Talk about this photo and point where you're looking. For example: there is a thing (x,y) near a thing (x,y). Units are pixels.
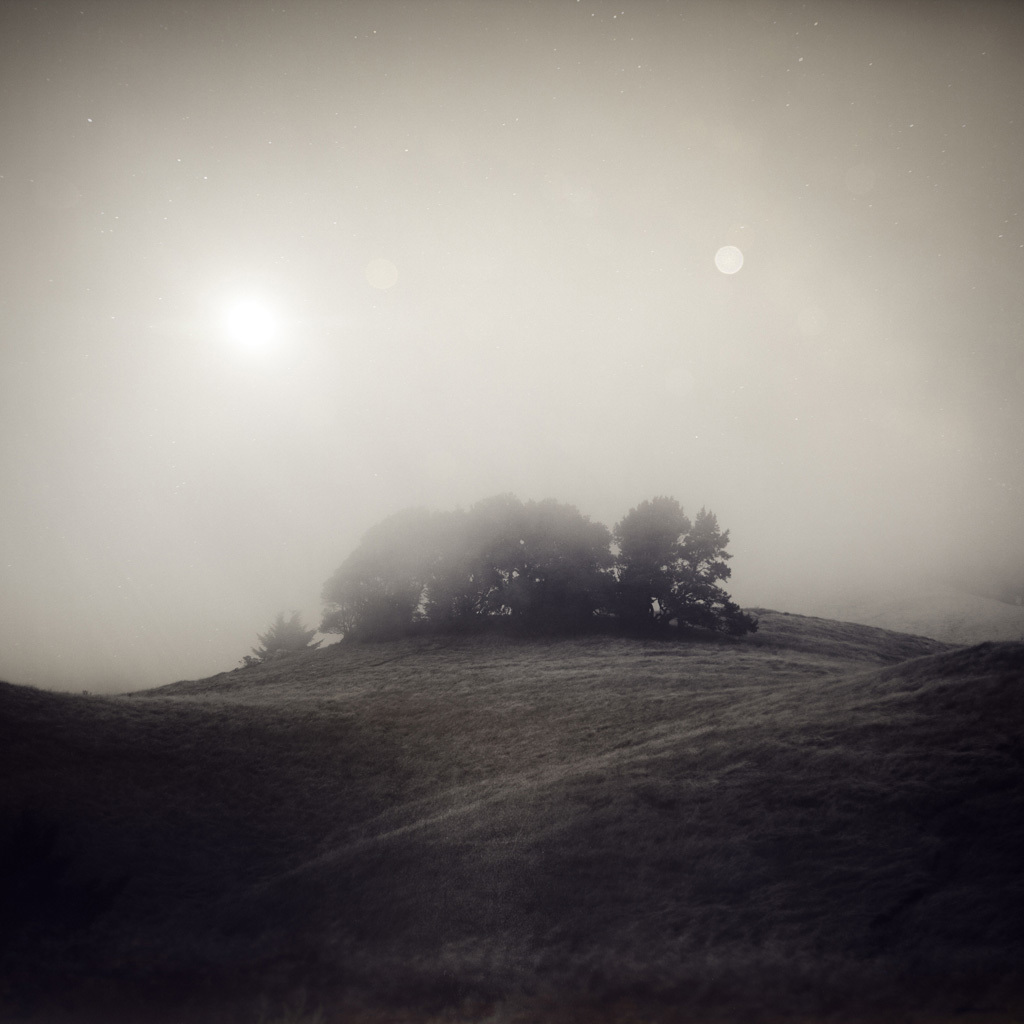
This is an outside view. At the bottom (436,730), I can see the ground (127,778). In the background (482,615) there are some trees (530,560) in the fog (587,477). On the left side (262,314) I can see the sun (248,321).
